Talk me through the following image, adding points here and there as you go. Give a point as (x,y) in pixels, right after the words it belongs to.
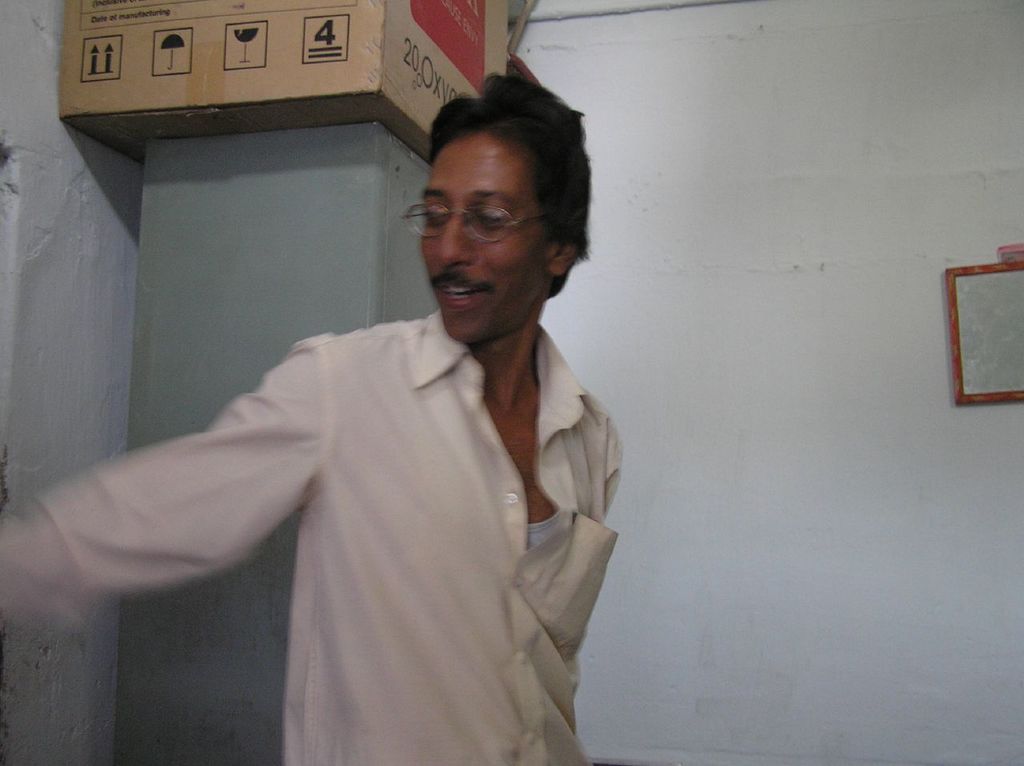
In this image I can see a person (438,423) wearing white colored shirt (397,447) and spectacles (475,214). In the background (296,224) I can see a cupboard (299,253), a cardboard box (305,33) on the cupboard (296,235), the white colored wall (719,199) and a board (968,401) attached to the wall (895,331).
